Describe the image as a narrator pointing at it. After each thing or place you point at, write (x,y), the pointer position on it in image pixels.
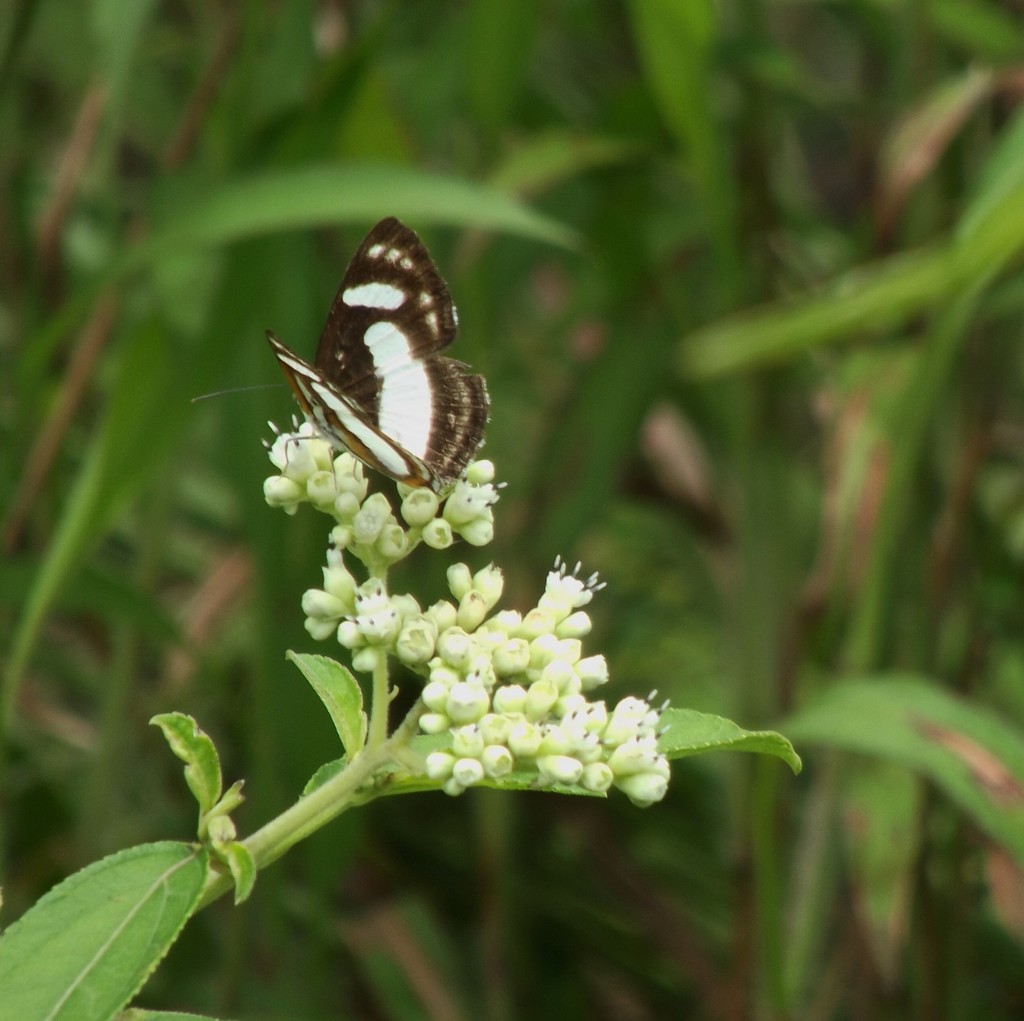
In this image we can see many buds (505,665) to a plant (555,702). There are many plants (841,473) in the image. There is a blur background (956,1006) in the image. There is a butterfly (445,371) sitting on a bud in the image.
